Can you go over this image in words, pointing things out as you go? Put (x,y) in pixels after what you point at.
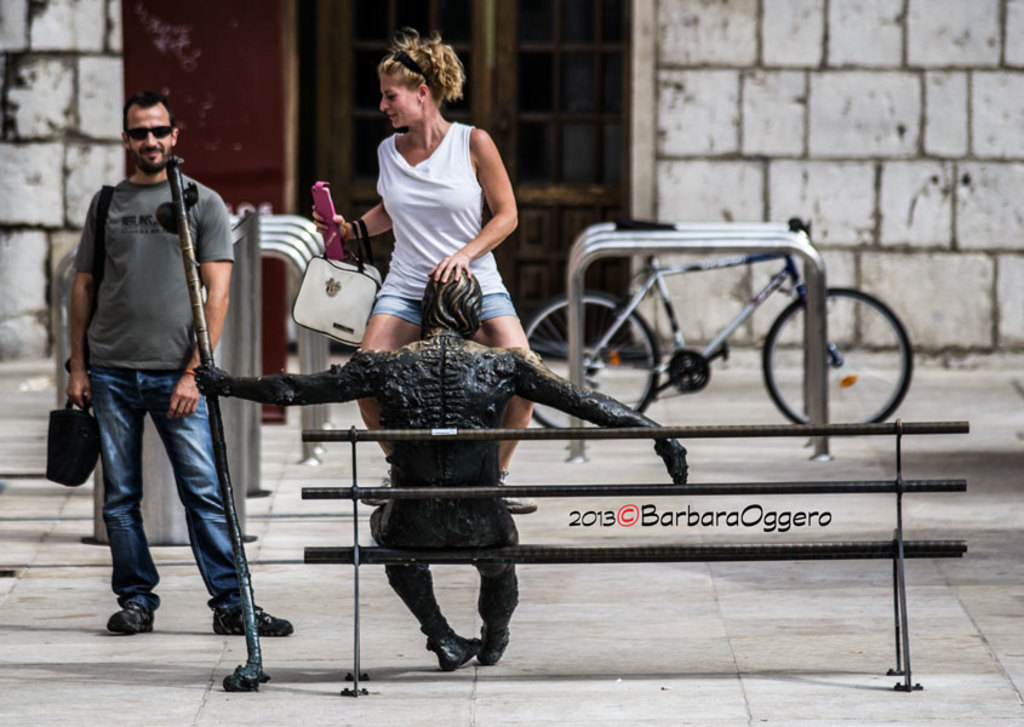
There is a woman (414,86) who is trying to sit on a statue (352,361) which is on the bench (792,558). There is another man (147,117) who is standing on the left side (200,556) and facing the camera. There is a bicycle (613,302) parked at the right side (734,260).
